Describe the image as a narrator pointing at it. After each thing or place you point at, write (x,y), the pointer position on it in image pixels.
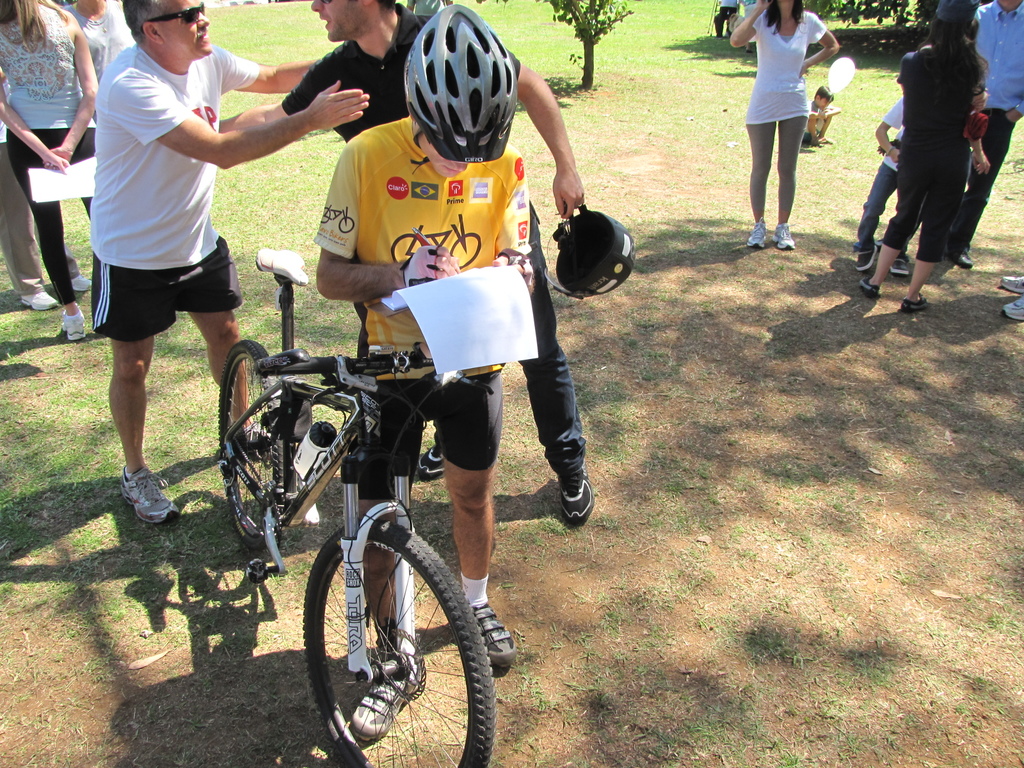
As we can see in the image there are few people (89,43) here and there, grass (621,78) and trees (580,29). In the front (423,215) there is a bicycle (362,409), a man (423,228) wearing helmet (472,149) and holding a paper (471,308).
